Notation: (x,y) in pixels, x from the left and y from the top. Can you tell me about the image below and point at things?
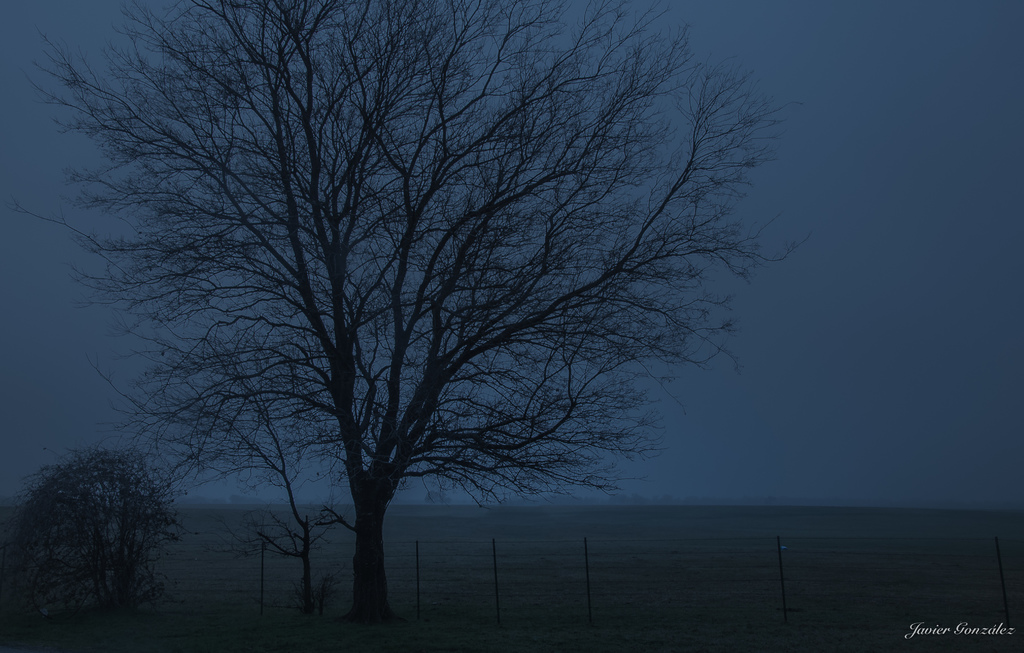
In this image I can see there are trees (484,416), at the top (930,127) it is the sky (911,122). At the bottom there is the watermark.
